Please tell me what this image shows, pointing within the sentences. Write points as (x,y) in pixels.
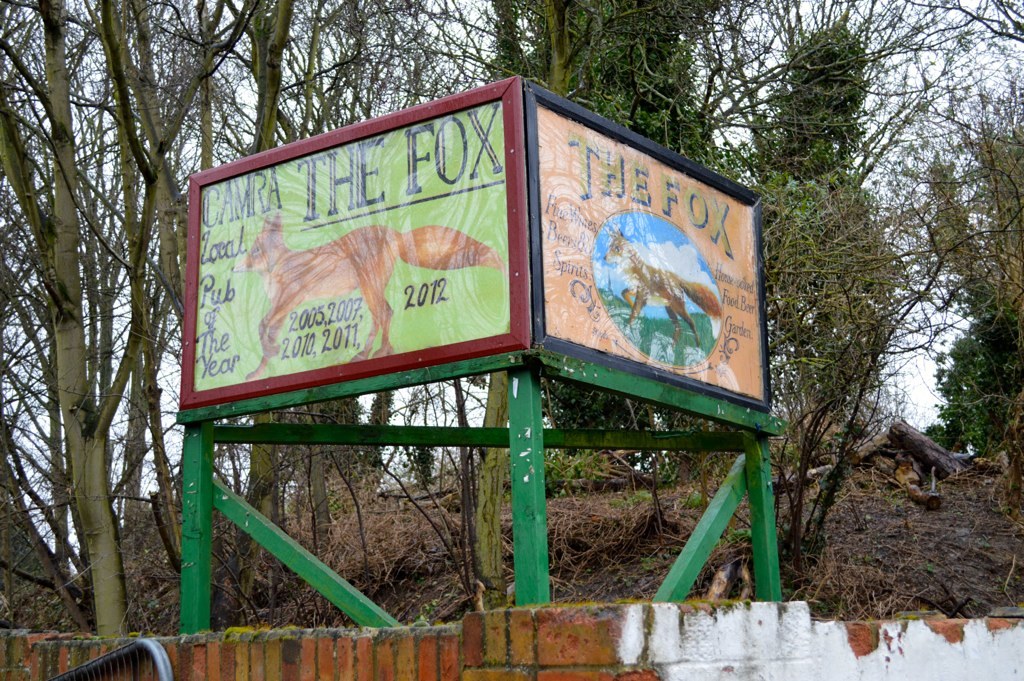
In this image I can see the boards (474,297). On the boards (428,291) I can see an animals (286,270) which are in brown color. I can also see the text (441,157) on the boards (481,153). To the side I can see the wall (581,649) and many trees (645,92). In the background (36,101) I can see the sky (36,101).
